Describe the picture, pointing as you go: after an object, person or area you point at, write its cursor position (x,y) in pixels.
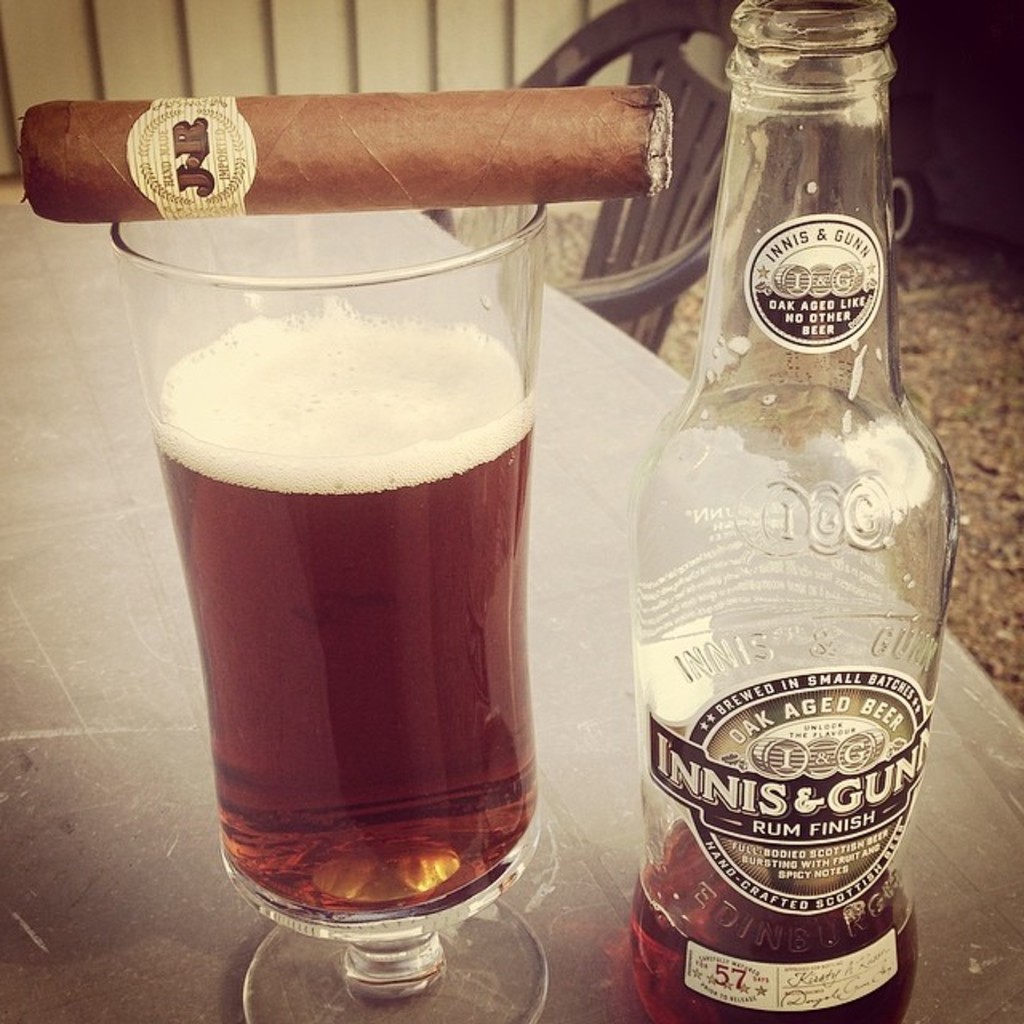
In this picture there is a beer bottle (797,445) and a glass (412,844) beside it. A cigar (114,171) is placed on the top of the glass (144,232), these objects (571,181) are kept in a table (579,353). In the background (679,236) we also find a chair (654,341).
